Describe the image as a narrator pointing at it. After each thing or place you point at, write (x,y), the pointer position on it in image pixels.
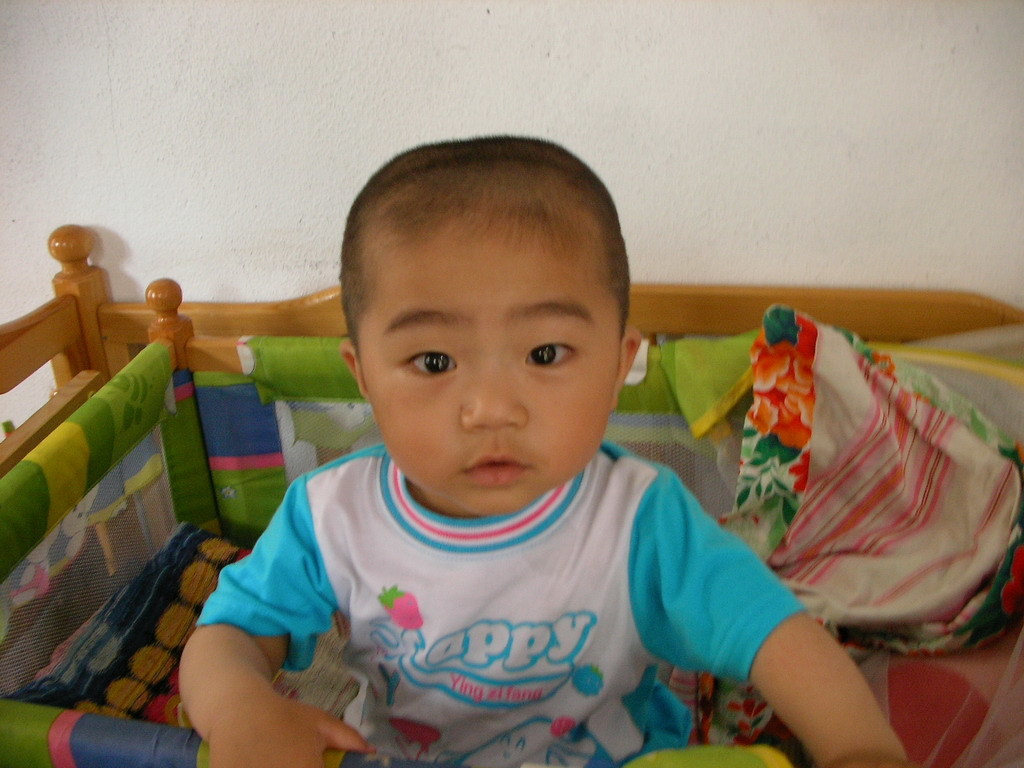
In this picture we can see a child (459,478), clothes (504,577), some objects (192,403) and in the background (365,95) we can see the wall (619,162).
